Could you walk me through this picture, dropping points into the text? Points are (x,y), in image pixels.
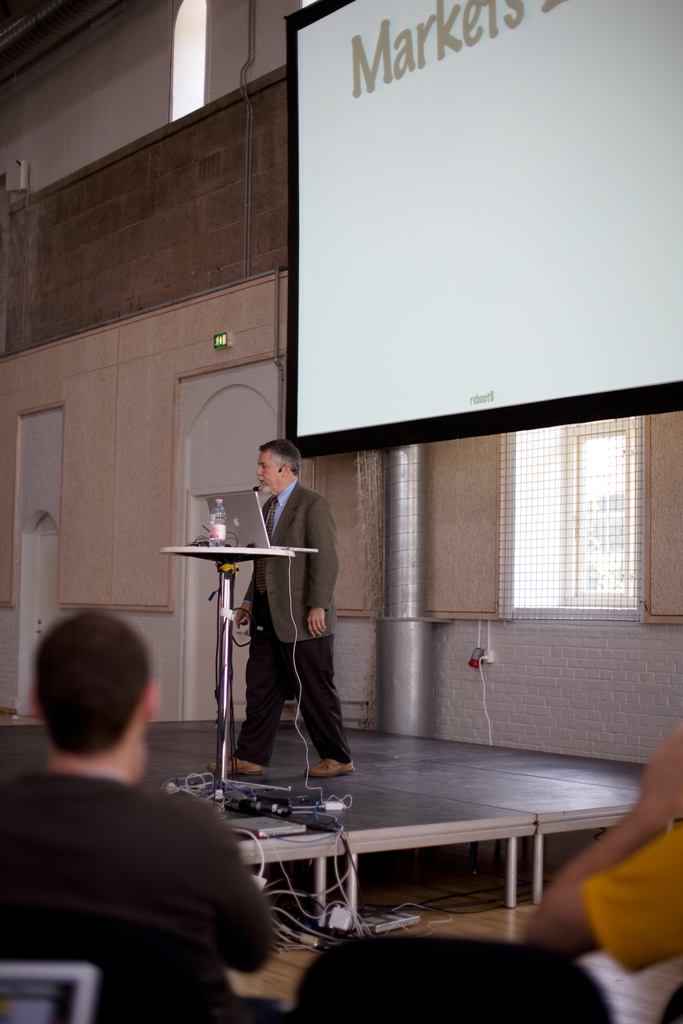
This image consists of a man (263,653) standing on the dais (388,767). He is wearing a suit (266,673). In front of him, there is a table (268,549) on which there is a bottle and a laptop (242,528). In the background (198,171), we can see a wall (368,560) along with windows (579,513) and doors (197,523). On the right (506,202), there is a projector screen (502,272). At the bottom (148,826), there is a man (140,832) sitting. He is wearing a black T-shirt (97,808).
